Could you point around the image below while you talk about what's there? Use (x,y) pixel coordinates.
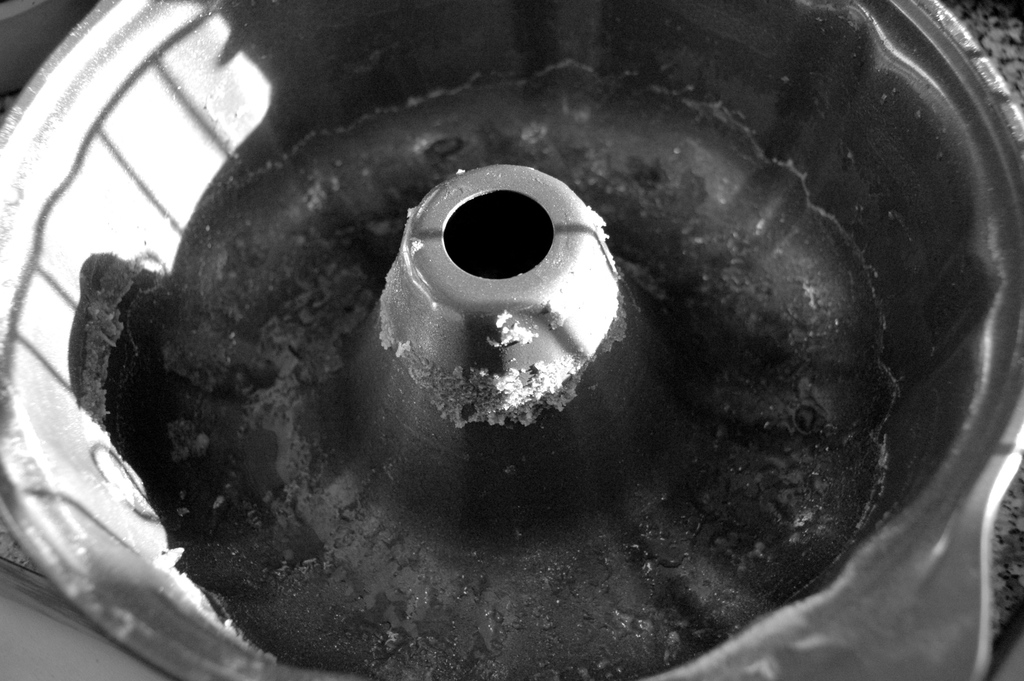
It is a black and white image. In this image we can see a cake pan (749,400).
